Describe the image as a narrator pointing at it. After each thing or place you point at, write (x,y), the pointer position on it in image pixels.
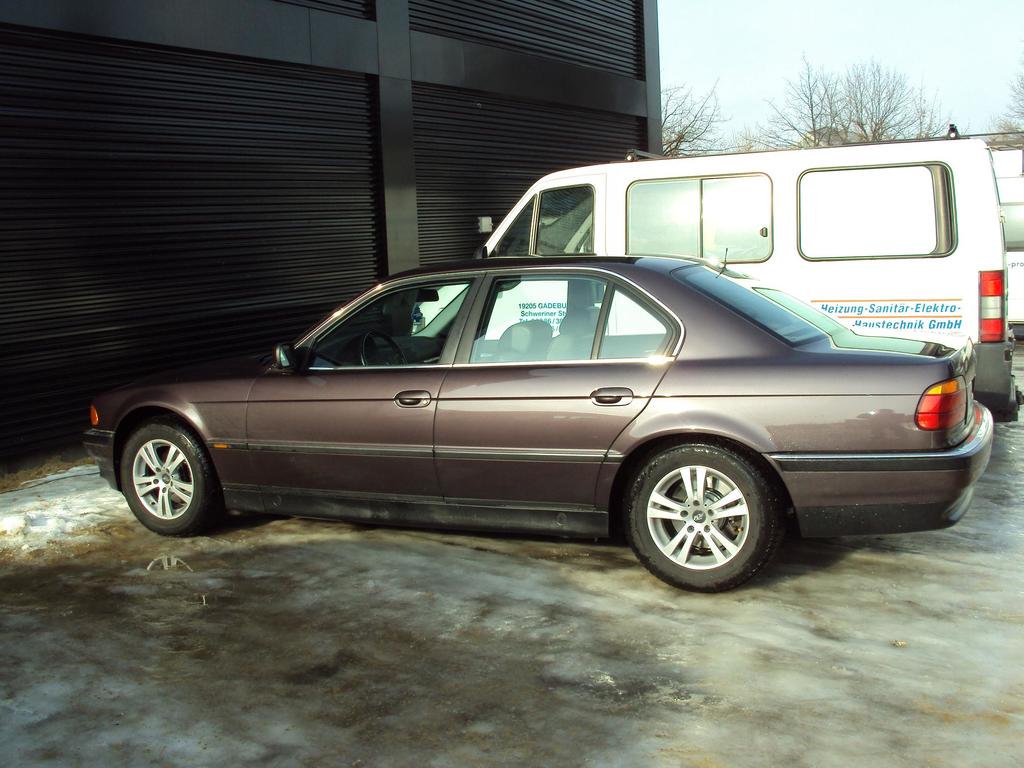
In this image I can see few vehicles (624,388) in the front (788,333) and on the left side of this image (169,317) I can see a black color building (317,87). In the background (837,104) I can see few trees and the sky (905,43).
